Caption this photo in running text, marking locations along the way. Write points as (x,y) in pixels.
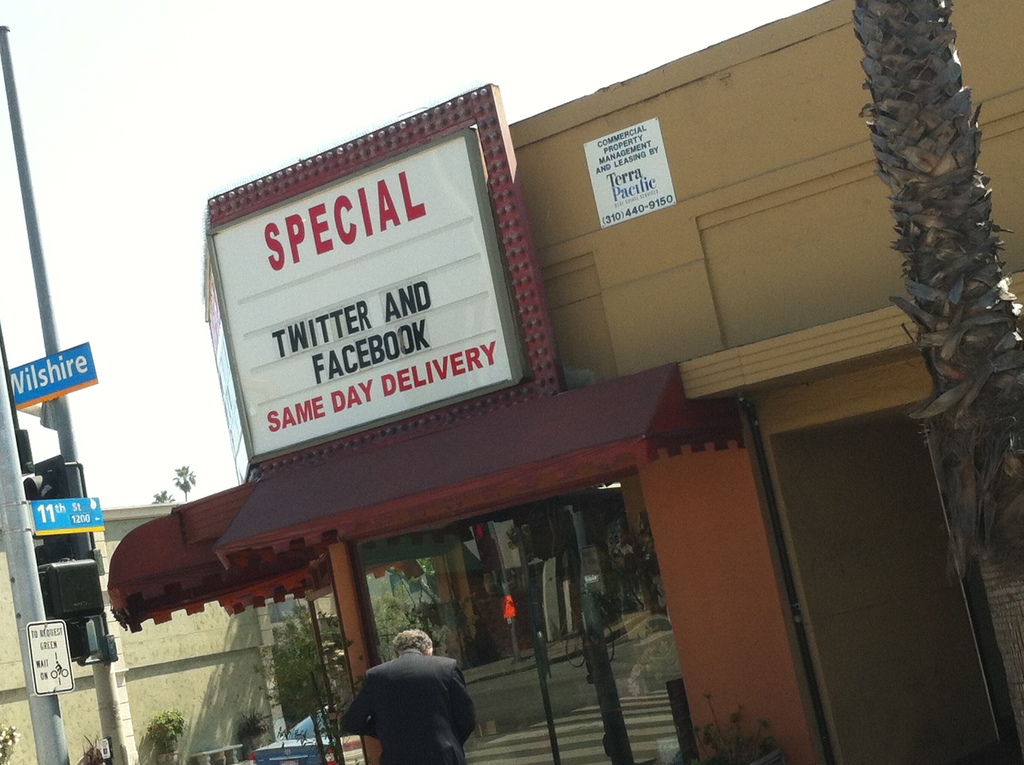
This picture is taken from the outside of the building (847,594). In this image, in the middle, we can see a man (428,683). On the left side (50,533), we can see a pole (68,452), hoardings (62,504), traffic signal (59,534) and a wall (81,712) and few plants (186,717). In the background (405,409), we can see a building (976,646), glass door (462,585) and a board (280,281) with some text (490,359) written on it. In the background (291,688), we can see some plants (382,622), wall (224,614), trees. On the right side (921,239), we can see a tree (997,427). At the top (131,183), we can see a sky (123,201).
